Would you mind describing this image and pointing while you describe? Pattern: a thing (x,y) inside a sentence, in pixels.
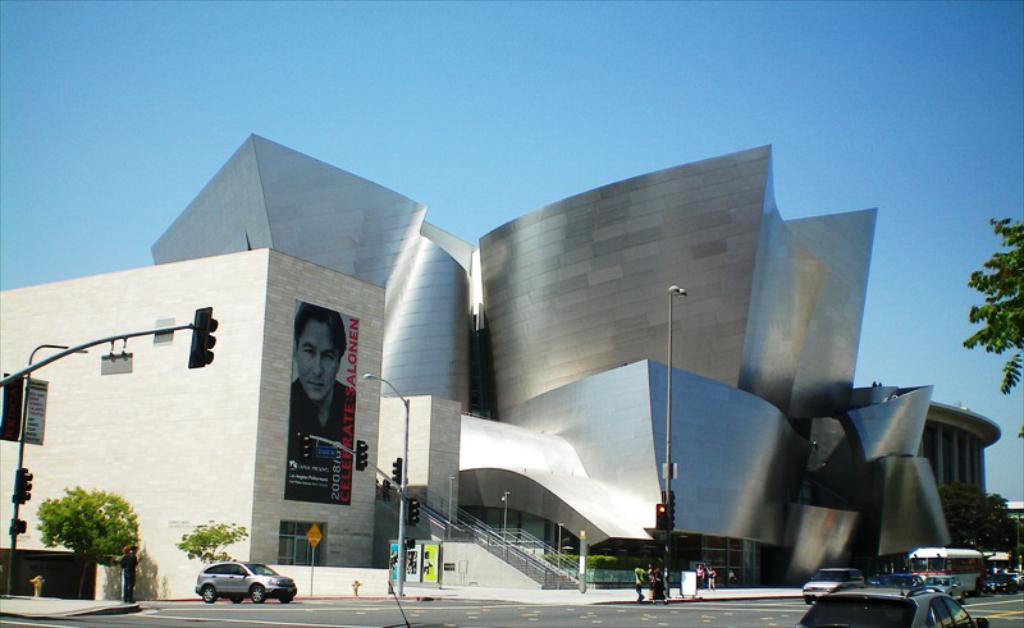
In this image we can see the buildings (87,468), there are some poles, lights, plants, trees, people (646,577), vehicles (935,573) and boards (690,583), in the background (633,25), we can see the sky (637,8).
